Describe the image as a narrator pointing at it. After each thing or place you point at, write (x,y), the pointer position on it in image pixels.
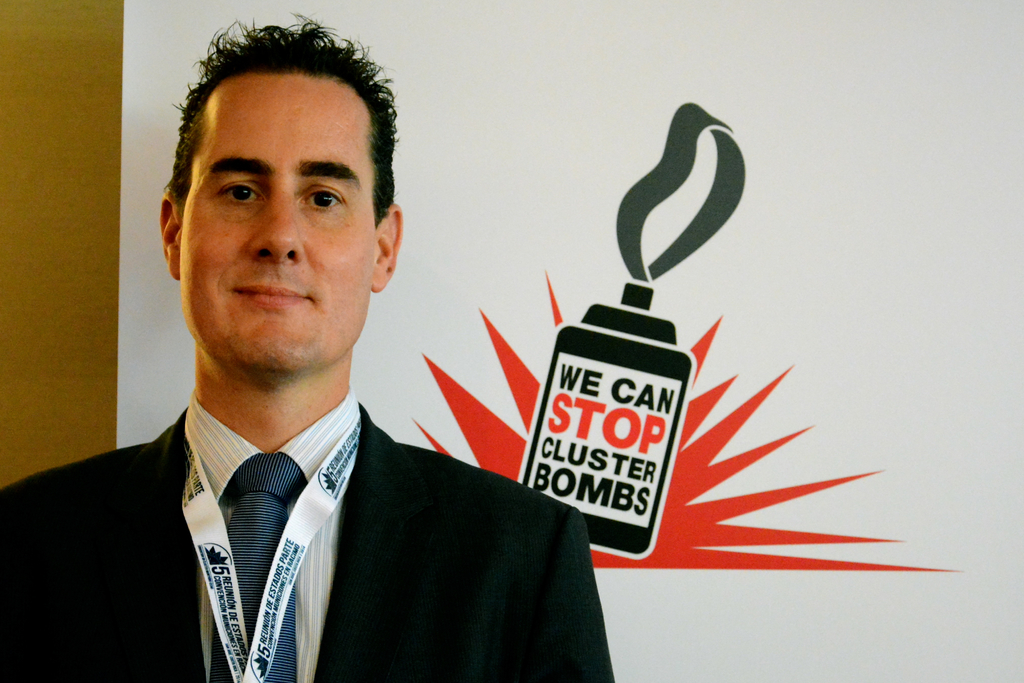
On the left side of the image (308,341) there is a man (438,538) with black jacket (429,549), shirt (309,591) and tie (243,507) is smiling. Behind him there is a white poster (646,315) with an image (570,448) and something written on it.
